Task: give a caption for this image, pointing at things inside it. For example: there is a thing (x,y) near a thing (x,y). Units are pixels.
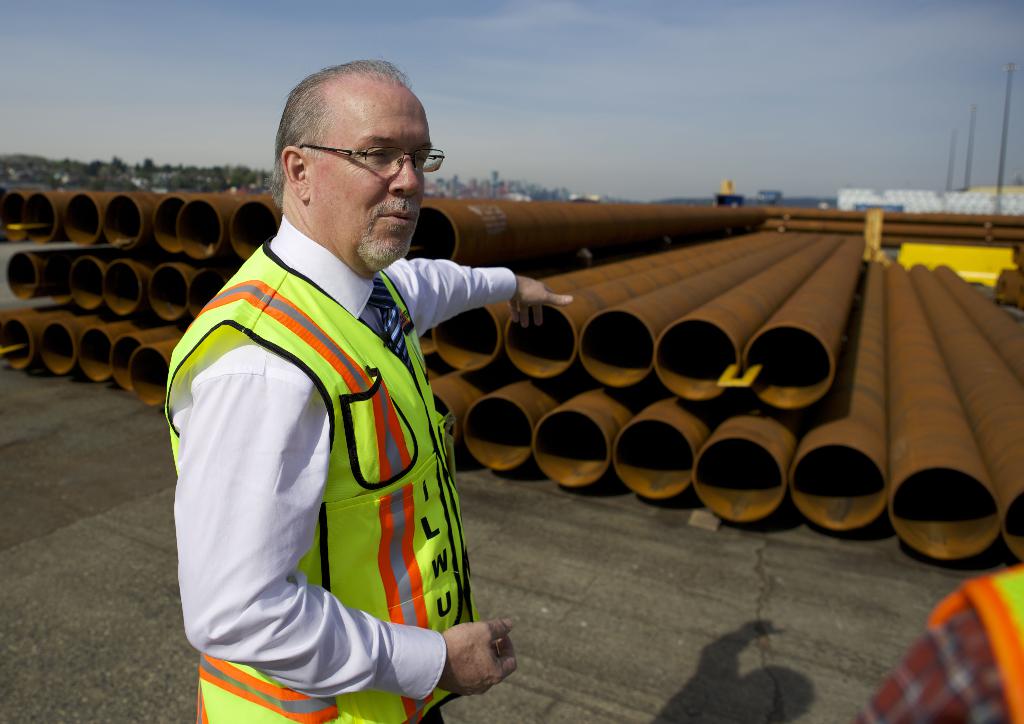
In this image, we can see a person (371,196) wearing spectacles (374,163). We can see the ground (865,580) with some objects (955,491). We can also see some metal pipes (701,370), poles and yellow colored objects (874,256). There are a few trees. We can also see the sky (511,155) and an object (1015,712) on the bottom right corner (1013,581).
